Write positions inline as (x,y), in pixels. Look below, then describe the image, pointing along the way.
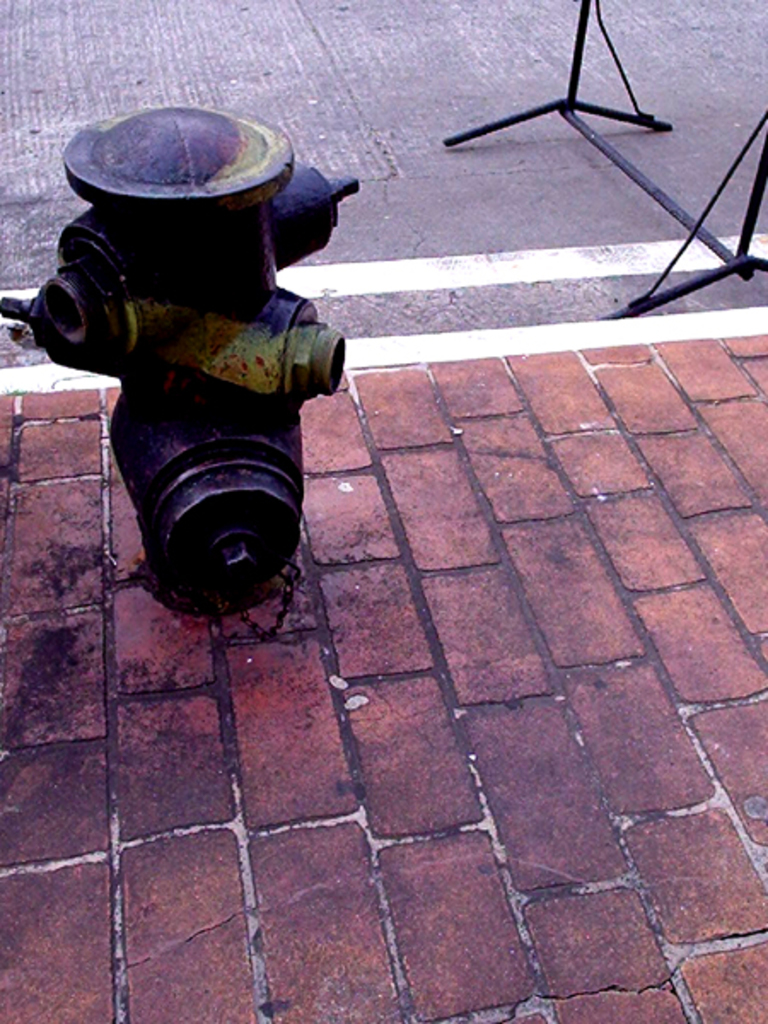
It's a fire hydrant (166,398) on the footpath (360,436) and this is the road (378,89).
